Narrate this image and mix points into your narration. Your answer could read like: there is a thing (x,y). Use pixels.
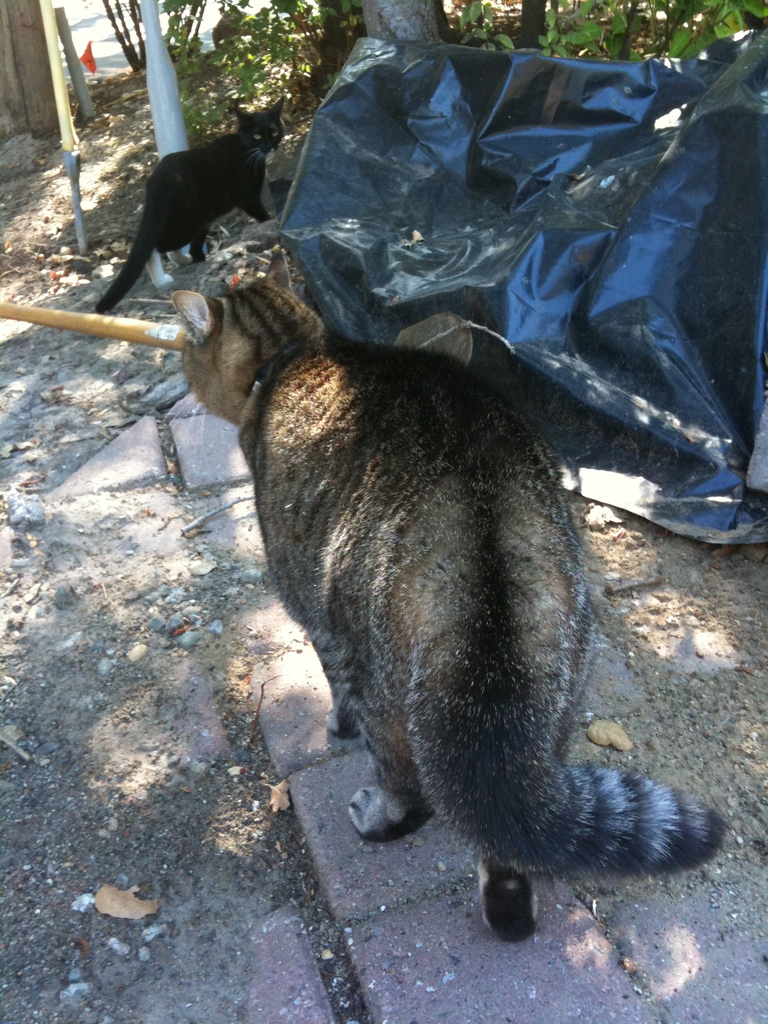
In this picture I can see the path (257,1022) on which there are 2 cats (344,460), a black cover (350,237), few poles (13,9), stones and the plants (277,37).
